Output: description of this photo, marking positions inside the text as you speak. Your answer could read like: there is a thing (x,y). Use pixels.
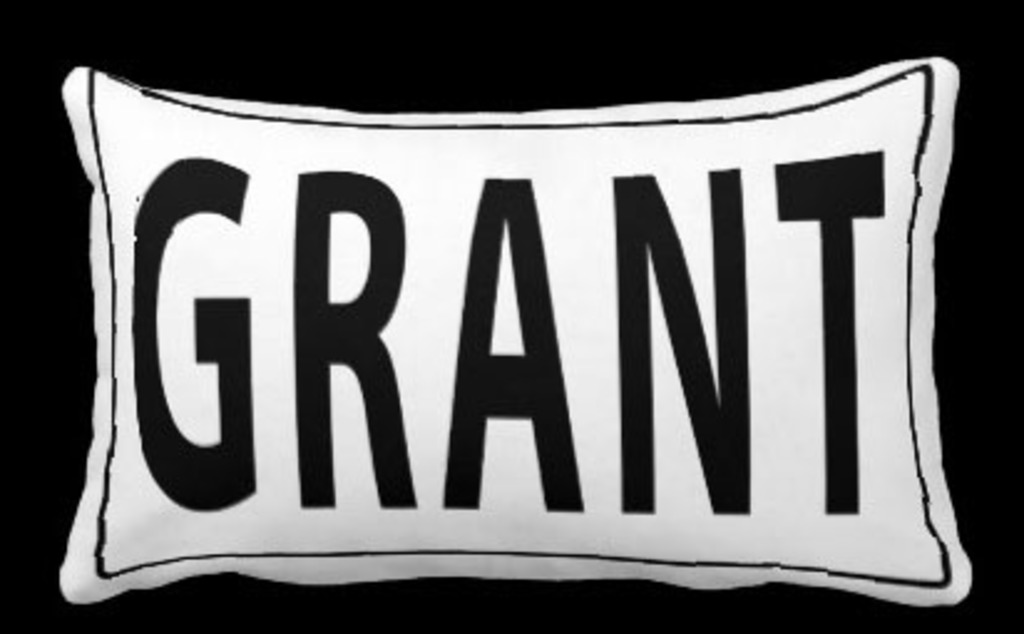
In this image we can see a white pillow (352,310) with something written on that. In the background (48,24) it is black.
